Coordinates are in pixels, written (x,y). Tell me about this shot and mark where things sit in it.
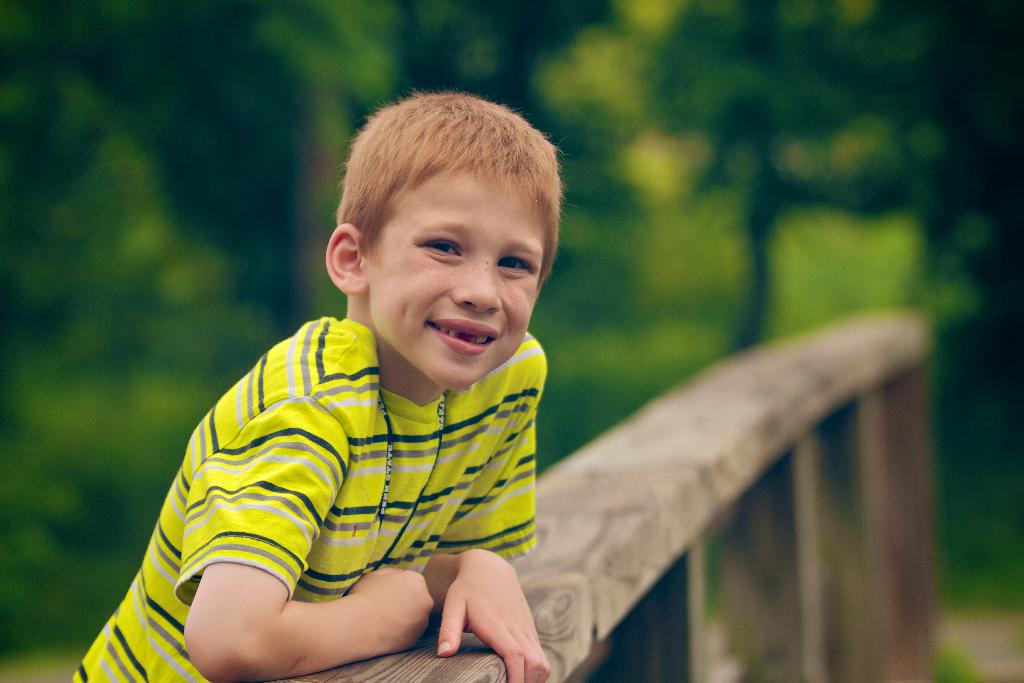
In this image, in the middle (349,413), we can see a boy (406,279) standing and holding a wood railing (724,493). In the background (19,516), we can see green color.
